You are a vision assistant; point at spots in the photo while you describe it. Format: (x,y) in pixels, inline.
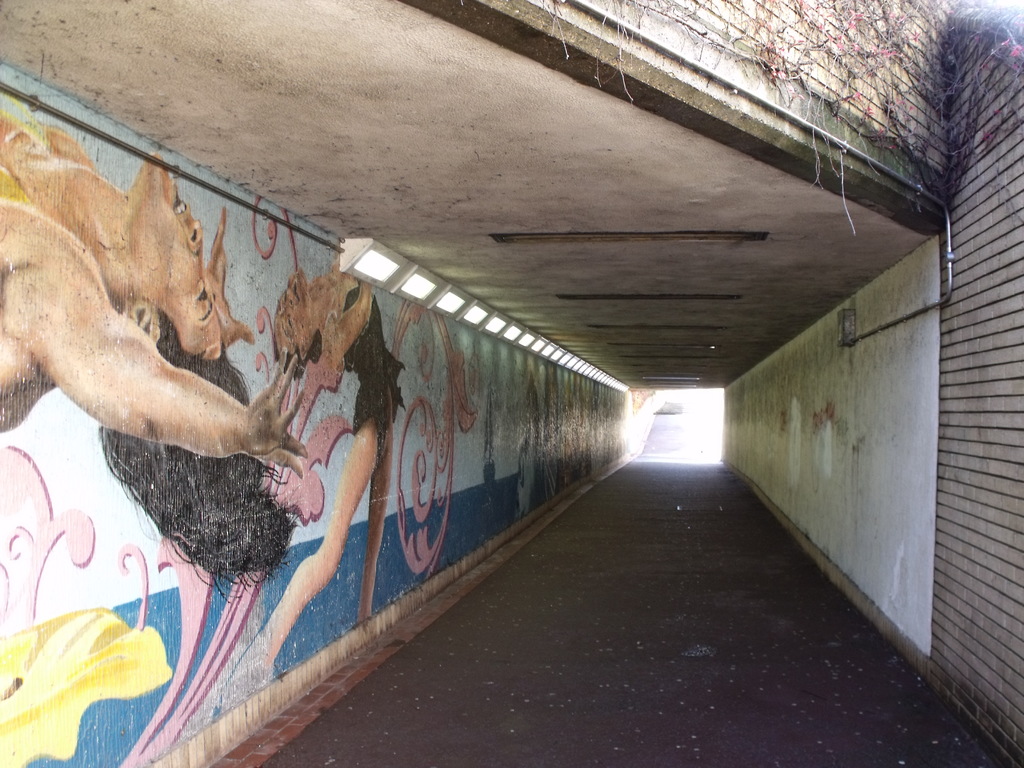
In this picture there is subway (514,525) in the image and there is colorful sketch (142,466) on the wall (346,563), on the left side of the image (194,586).
